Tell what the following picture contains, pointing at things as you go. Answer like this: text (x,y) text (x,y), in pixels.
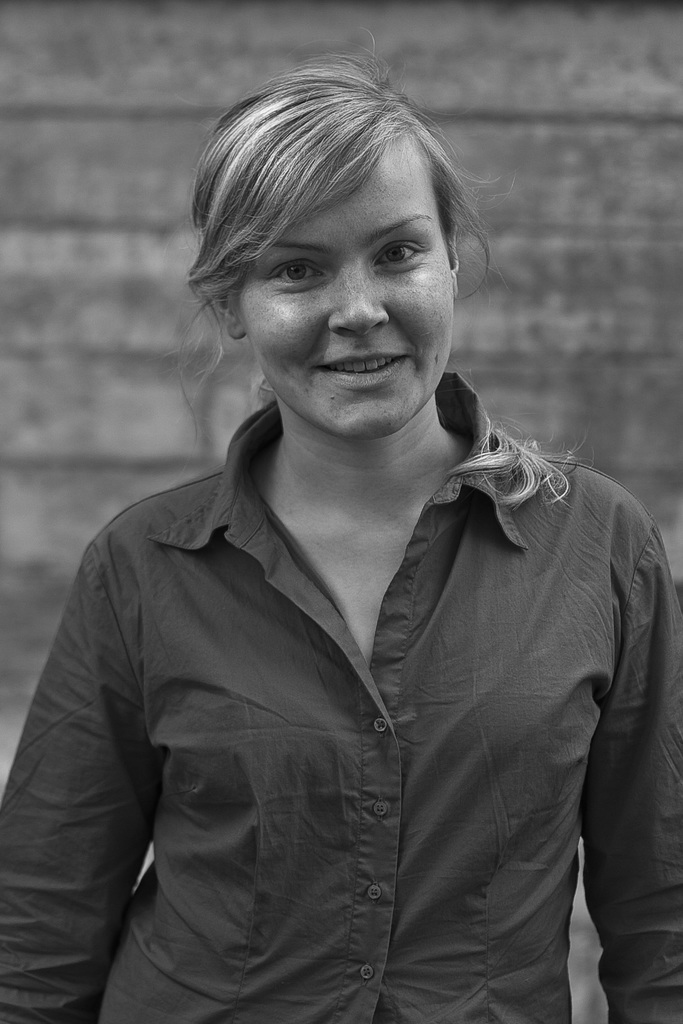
In the middle of this image (406,545), there is a woman (252,482) in a shirt (252,482), smiling and standing. And the background (586,80) is blurred.
